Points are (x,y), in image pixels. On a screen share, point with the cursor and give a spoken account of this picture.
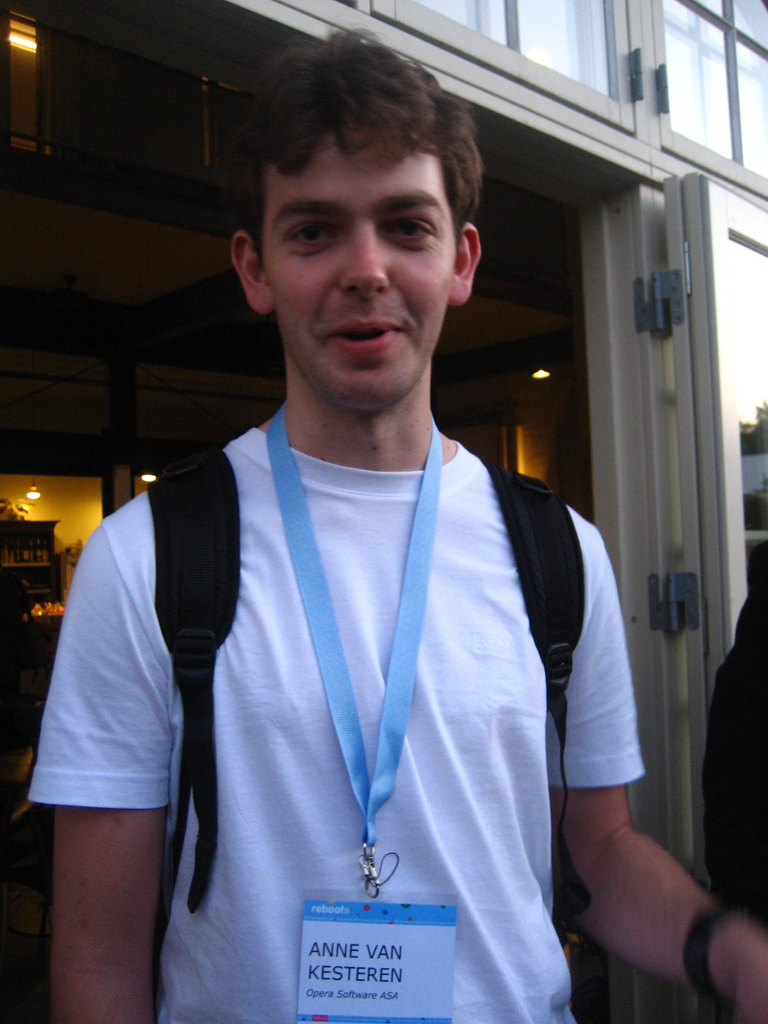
A man (380,390) is standing he wore an id card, white color t-shirt (461,675). He is smiling behind him it looks like an entrance (589,271).
